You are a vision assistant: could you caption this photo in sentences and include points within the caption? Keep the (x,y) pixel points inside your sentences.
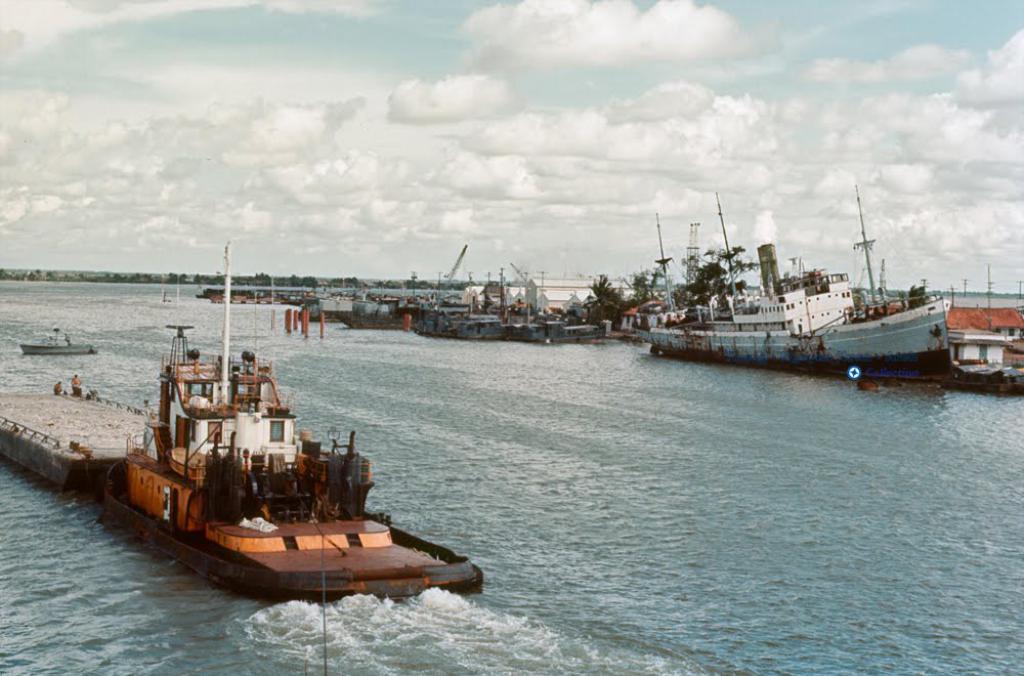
In the foreground of the picture (194,543) there is a water body (37,313), in the water (40,326) we can see ships (136,486), trees (610,293), boats (63,350), people (71,385) and various objects (97,400). At the top (463,110) there is sky (462,140), sky (474,151) is cloudy.
